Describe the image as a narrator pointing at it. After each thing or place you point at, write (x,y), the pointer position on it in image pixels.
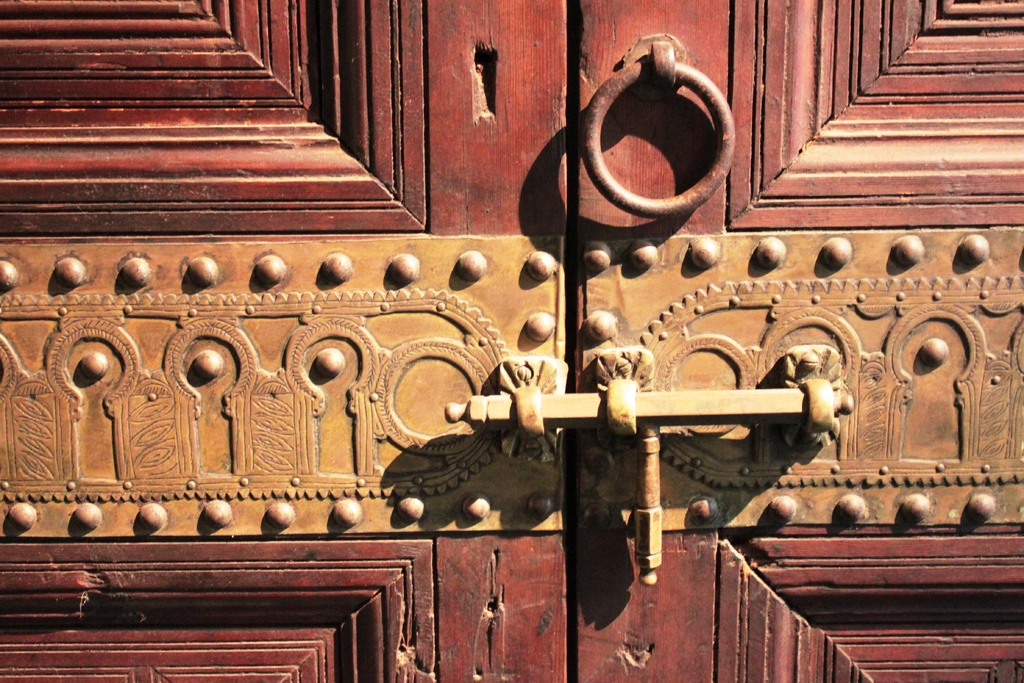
In this picture we can see door (709,331) with knocker (676,199) and door bolt (643,447).
